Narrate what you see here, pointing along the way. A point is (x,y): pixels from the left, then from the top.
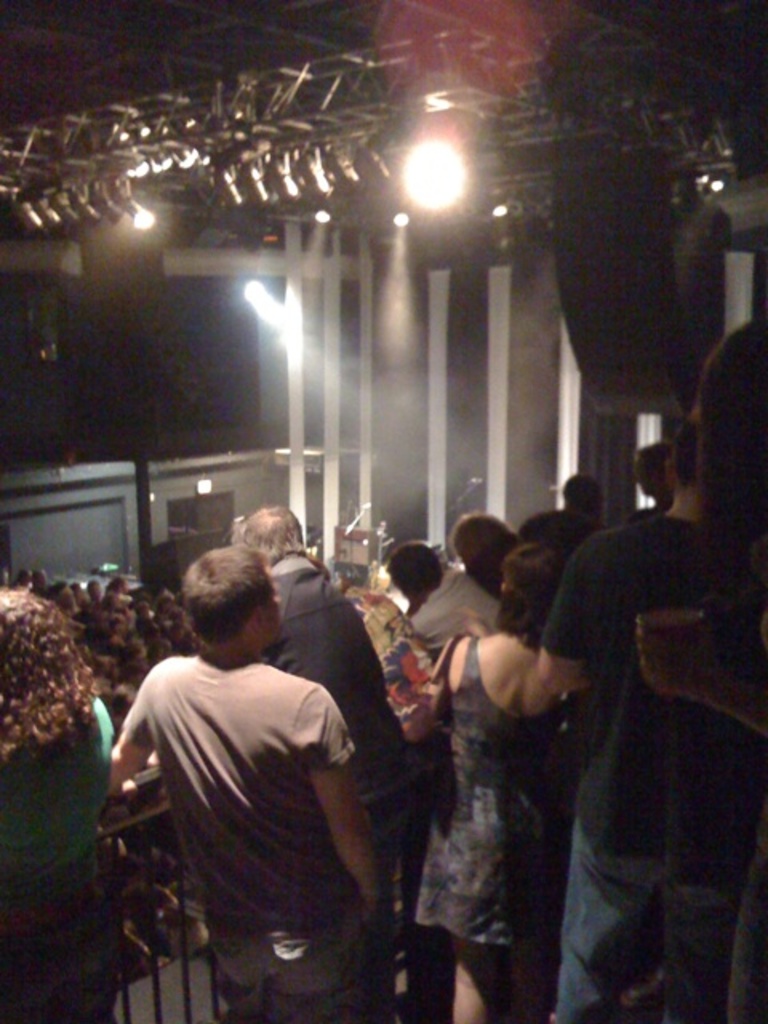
In this image we can see some group of persons (460,832) standing and in the background of the image (109,650) there are some group of persons (96,643) sitting, we can see some lights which are attached to the iron rods (413,103) and there is a screen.
